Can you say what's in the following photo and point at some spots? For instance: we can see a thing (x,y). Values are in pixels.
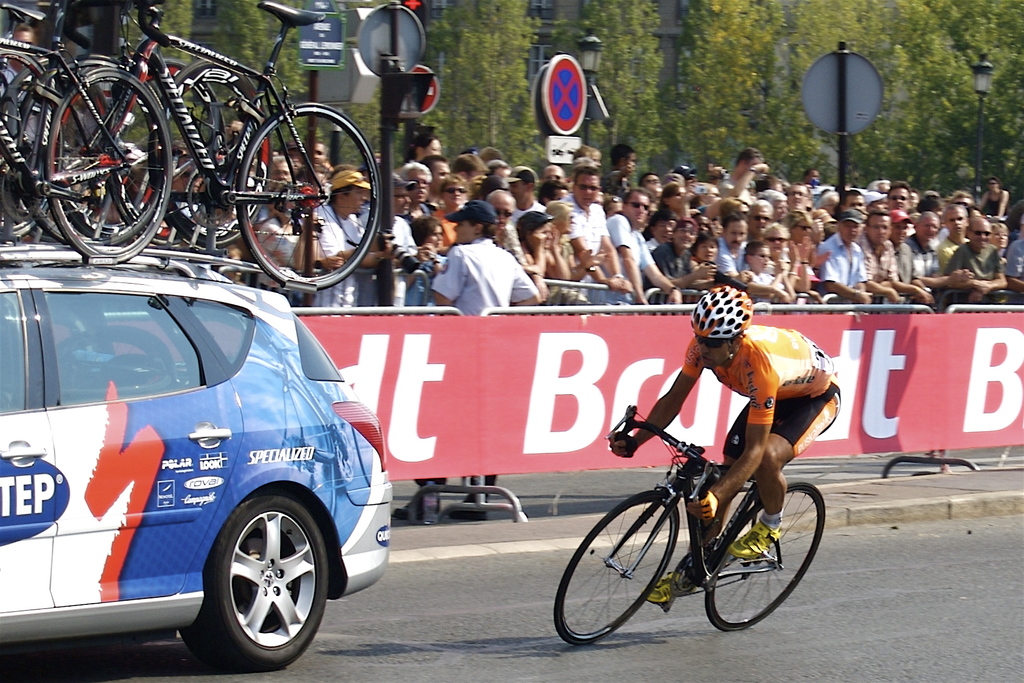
This is an outside view. On the right side (753,368) there is a man (768,423) riding a bicycle (693,569) on the road (661,624) towards the left side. On the left side (178,445) there are few bicycles (166,188) on a car (134,567). In the background (495,401) there is a red color board (495,401) on which I can see some text (539,405). Behind a crowd of people (547,255) standing facing towards the road (869,545). In the background (652,117) there are some poles (845,109) and trees (699,47) and also I can see a building (543,22).
